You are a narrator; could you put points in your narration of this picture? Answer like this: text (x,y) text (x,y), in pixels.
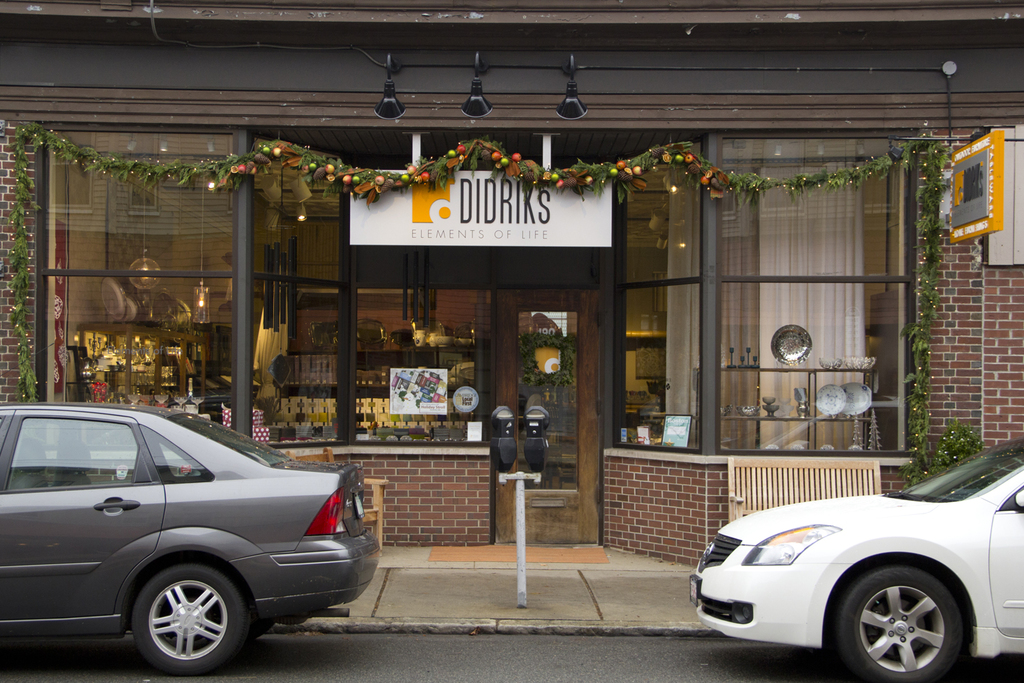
In this image I can see the vehicles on the road (633,641). To the side of the road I can see the pole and the building (123,339) with boards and the glass doors (216,354). Through the glass (811,441) I can see the plates (833,412), bowl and few objects (768,414) in the shelves (749,427) and I can see the frames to the wall (118,253) and lights (150,279) at the top (304,216).
